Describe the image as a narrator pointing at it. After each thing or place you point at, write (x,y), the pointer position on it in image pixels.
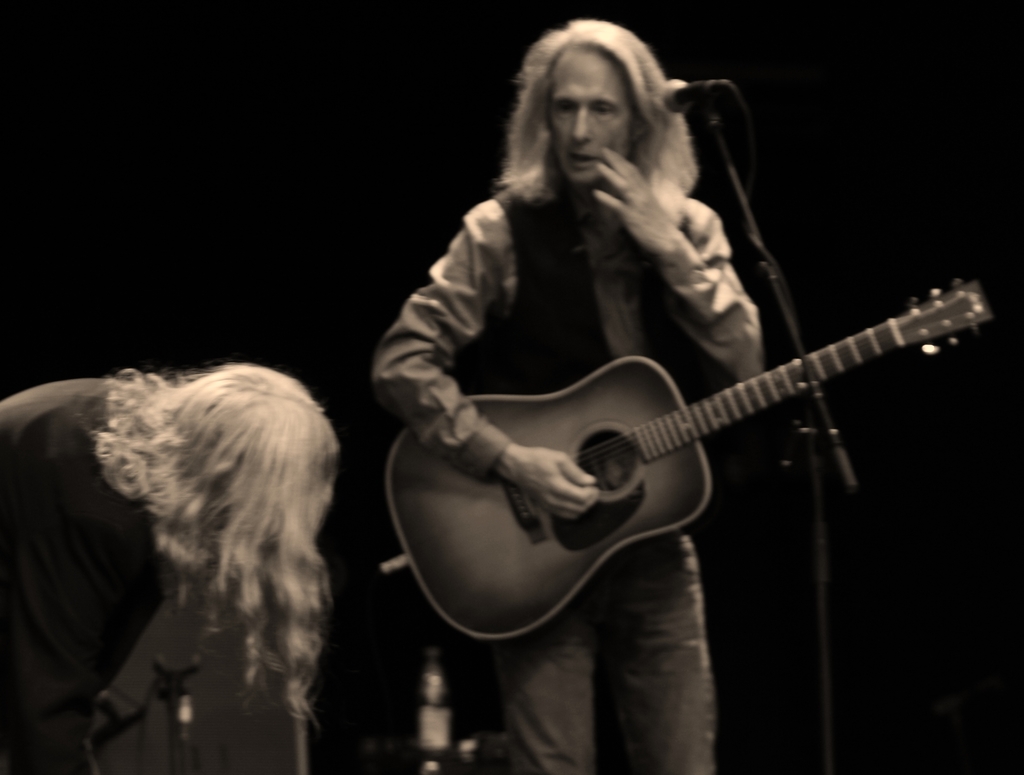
A man (545,45) is holding a guitar (623,489) with mic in front of him. There is a person (61,500) bent and looking down.
